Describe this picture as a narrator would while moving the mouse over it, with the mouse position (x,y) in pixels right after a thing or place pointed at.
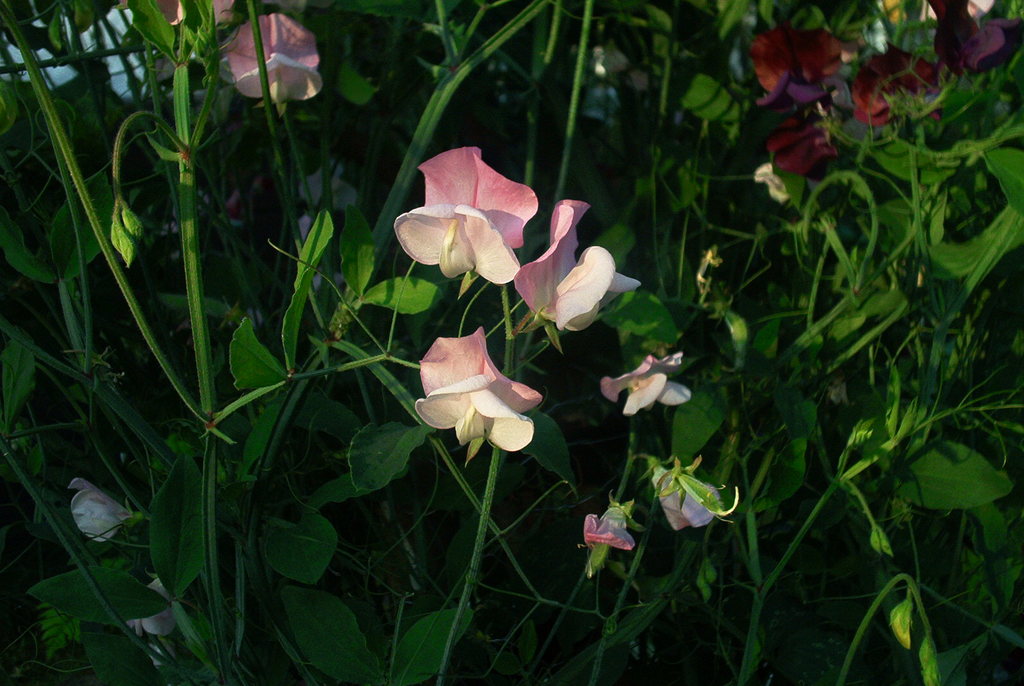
In this picture we can see flowers (825,64) and in the background (718,96) we can see plants (788,185).
